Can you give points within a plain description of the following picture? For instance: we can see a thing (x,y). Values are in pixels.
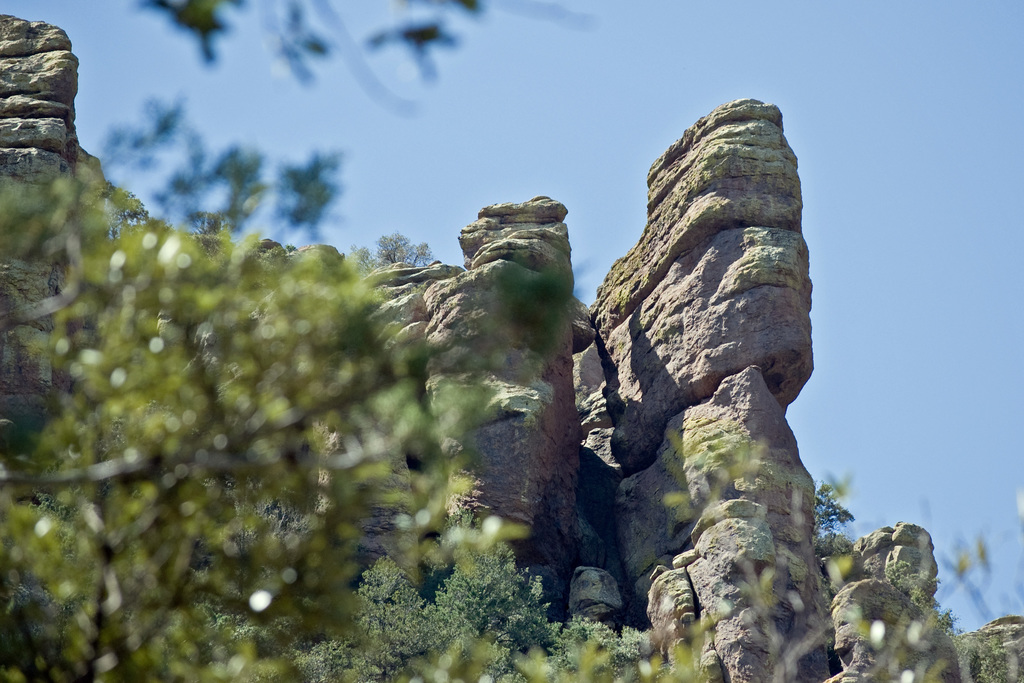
In this image we can see rocks (724,463) and also trees (256,591). Sky (522,92) is also visible.
